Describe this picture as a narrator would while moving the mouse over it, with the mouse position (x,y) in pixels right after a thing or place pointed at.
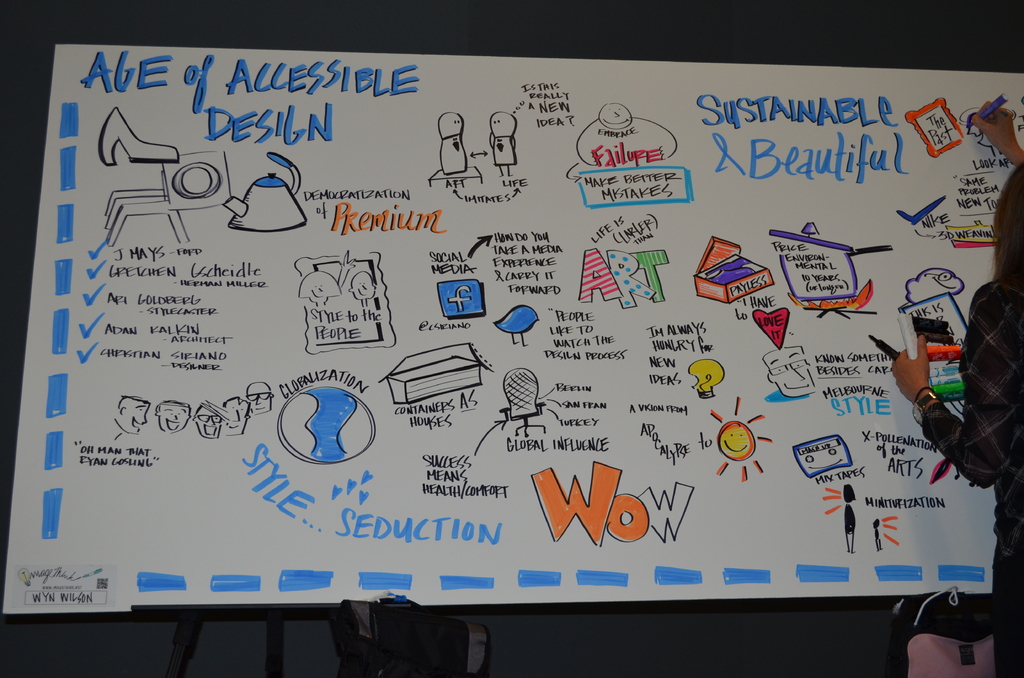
In this picture I can see few diagrams (425,384) and the text (560,362) on a chart (374,322), on the right side (1001,314) a woman (1004,326) is drawing a picture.
